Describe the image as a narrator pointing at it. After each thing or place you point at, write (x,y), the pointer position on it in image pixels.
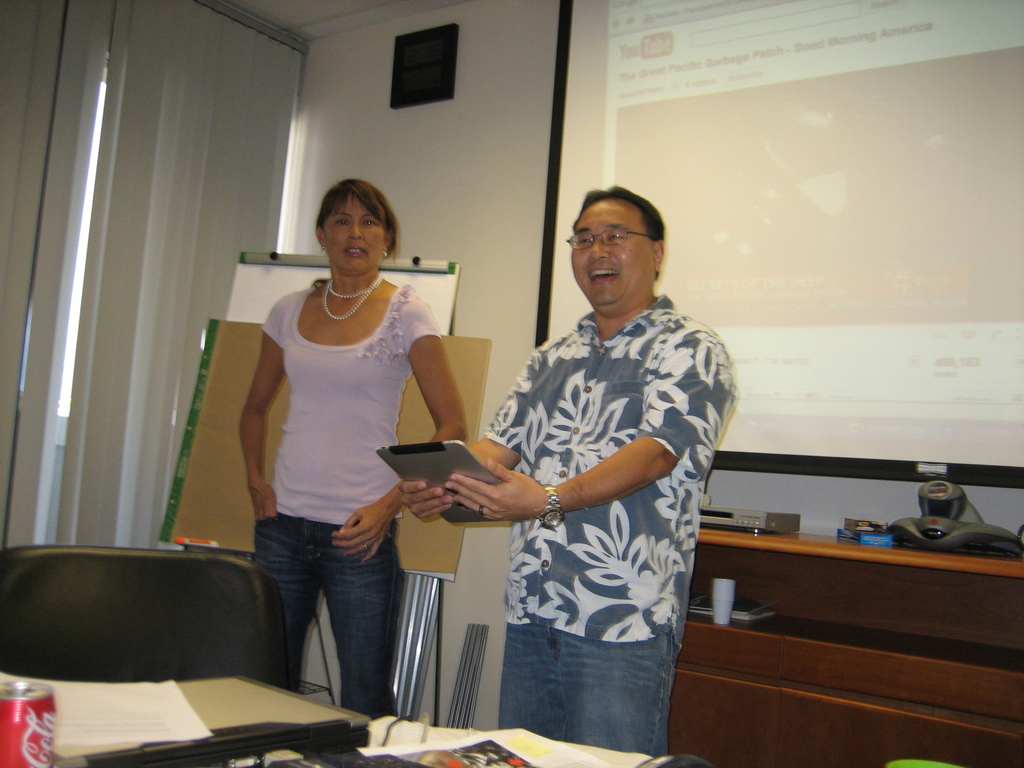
Here we can see a woman (304,511) and a man (624,449) standing the man (510,444) is having tablet (434,445) in his hand (497,467) and behind him we can see projector screen (809,211) in front of him we can see table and a chair (261,594) present and there are books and tin (53,745) present on the table (58,725).
